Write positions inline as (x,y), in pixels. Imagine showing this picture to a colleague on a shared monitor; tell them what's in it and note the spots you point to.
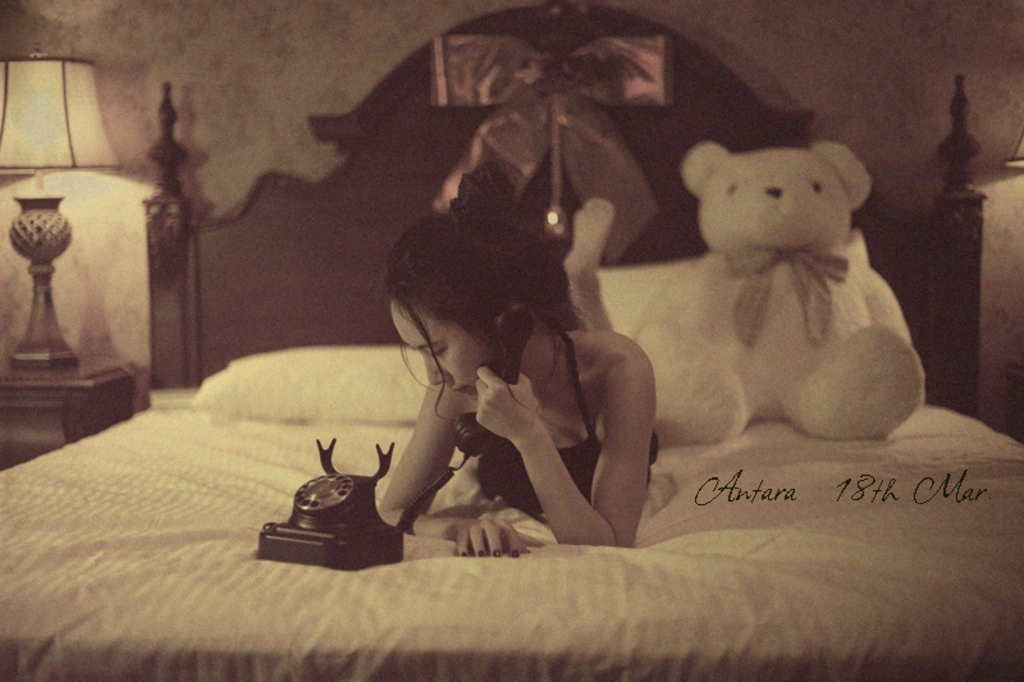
In this image, there is a bed (663,227) contains teddy bear (703,306), telephone (439,483) and person (468,332). There is a lamp (41,120) in front of this wall (197,48). This person (521,265) is wearing clothes (566,462).
